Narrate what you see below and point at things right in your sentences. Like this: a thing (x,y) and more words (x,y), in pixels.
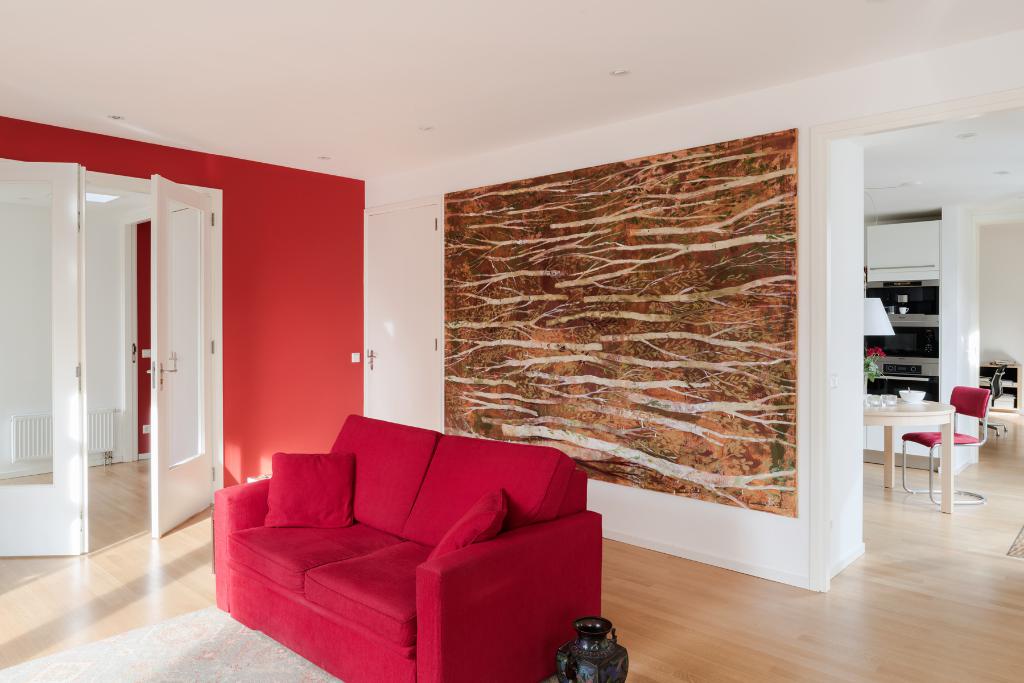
In this image I see a red couch (553,449) over here and there is a door (53,382) and a vase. In the background (802,470) I see the wall (809,305), a chair (975,492) near the table (946,429) and few things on it and few equipment (924,317) over here.
